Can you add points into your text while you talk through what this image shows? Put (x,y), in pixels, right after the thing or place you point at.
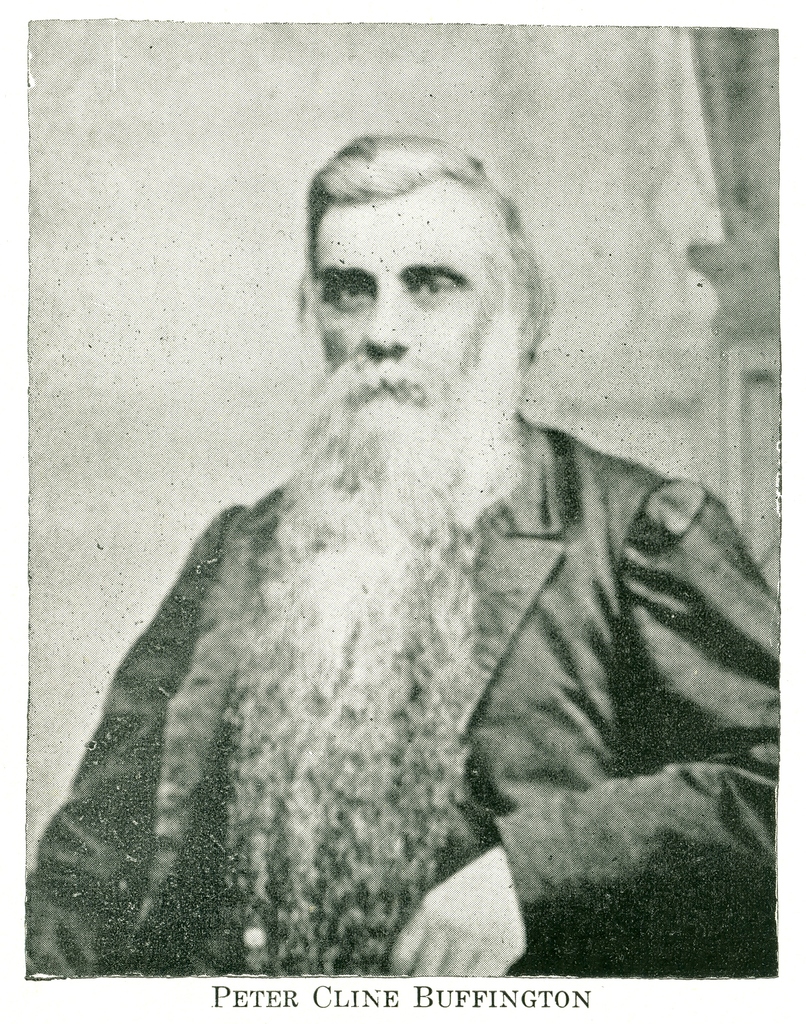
In this picture I can observe a man (391,656) in the middle of the picture (387,453). In the bottom of the picture (475,995) I can observe text (250,991). This is a black and white image.
